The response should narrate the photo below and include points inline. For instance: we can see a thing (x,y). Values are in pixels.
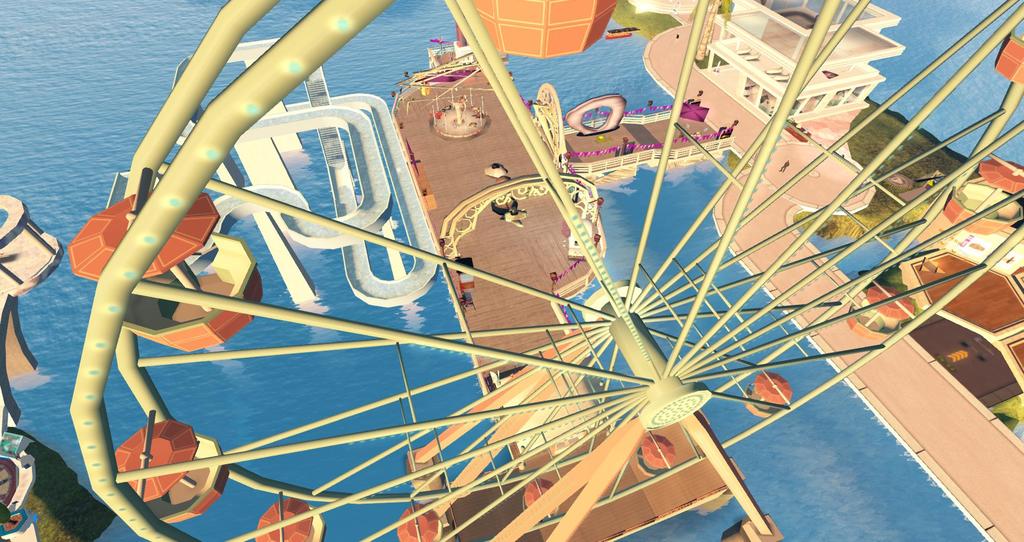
As we can see in the image there is animation of giant wheel (122,316), buildings (741,87), grass (893,130) and water (126,112).
